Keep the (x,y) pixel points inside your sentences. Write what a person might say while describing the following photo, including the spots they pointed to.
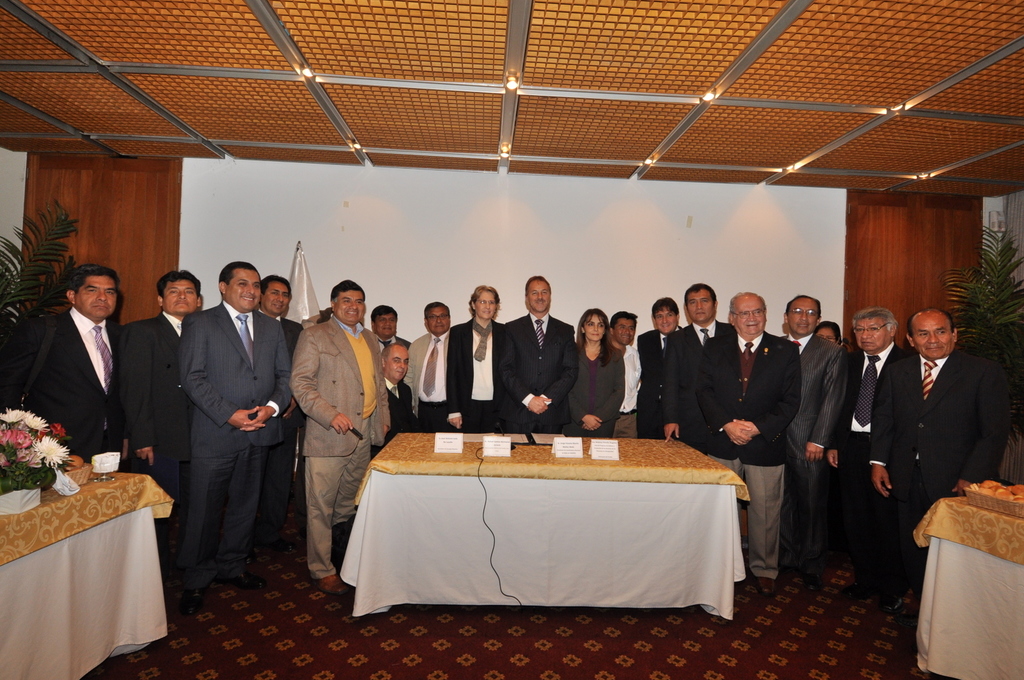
This image is clicked in a room (674,266). There are lights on the top (791,163), there are tables (604,511) in the middle (413,453), left side (126,510) and right side (1014,594). In the middle (429,446) there is a table (672,465) and cloth (473,506) is placed on that table (544,508). There are name boards (443,442) on the table (513,483). On the left side table (62,505) there is a flower plant (61,463), on the right side table (982,511) there is a bowl (996,503) with some eatables (993,486). There are so many people (415,412) standing in the middle (547,412). There are shrubs (991,279) on the right side (1001,360) and left side (39,251).
